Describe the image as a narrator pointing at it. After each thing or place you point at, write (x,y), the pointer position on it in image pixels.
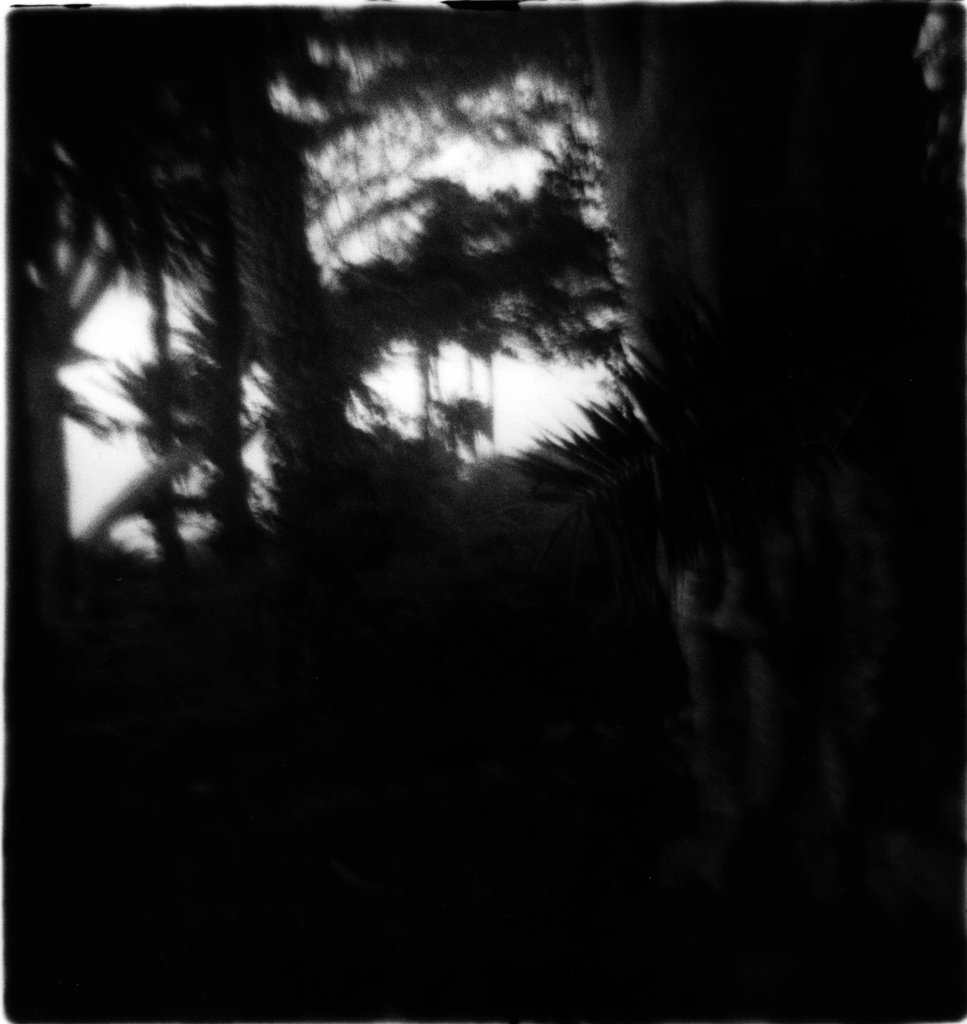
This is a black and white image. In this image we can see trees (290,193).
